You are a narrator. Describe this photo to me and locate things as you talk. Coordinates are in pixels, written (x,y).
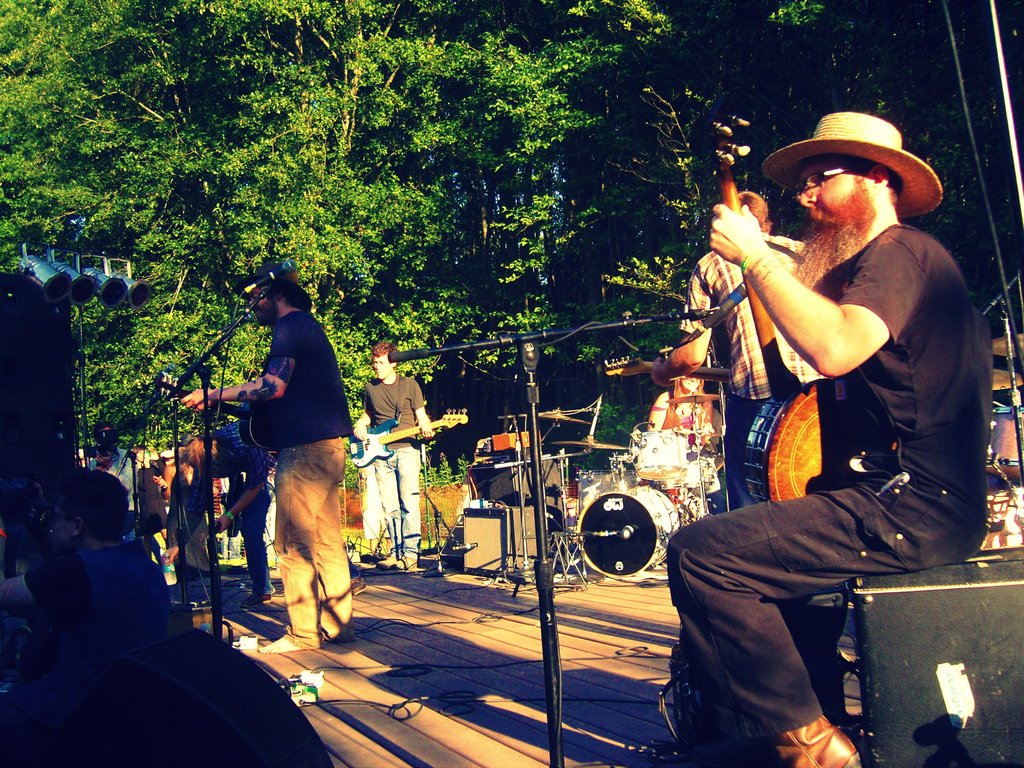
As we can see in the image there are trees (426,107), few people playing different types of musical instruments (408,428).
